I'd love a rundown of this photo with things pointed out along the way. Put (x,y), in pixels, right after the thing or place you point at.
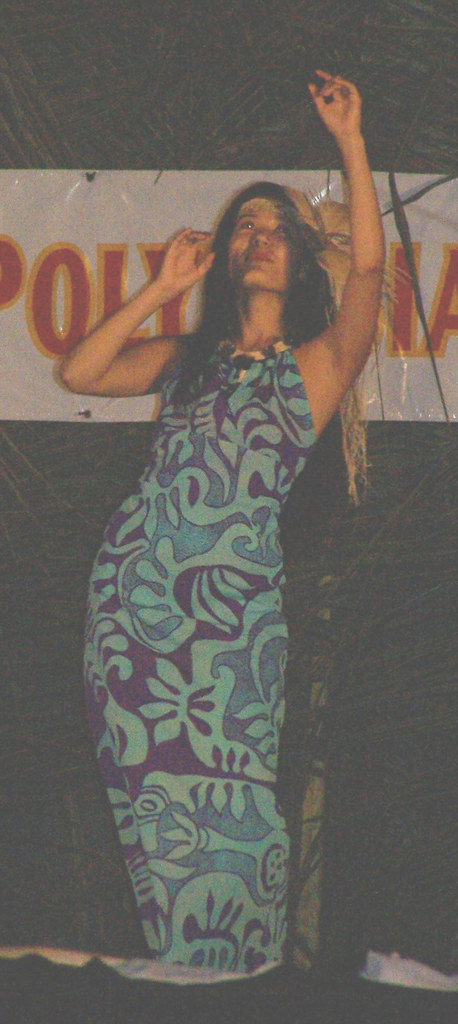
In this image I can see a woman (202,504). It seems like she is dancing. At the back of her I can see a banner (438,317) which is in white color. On this I can see some red color text (85,275).
